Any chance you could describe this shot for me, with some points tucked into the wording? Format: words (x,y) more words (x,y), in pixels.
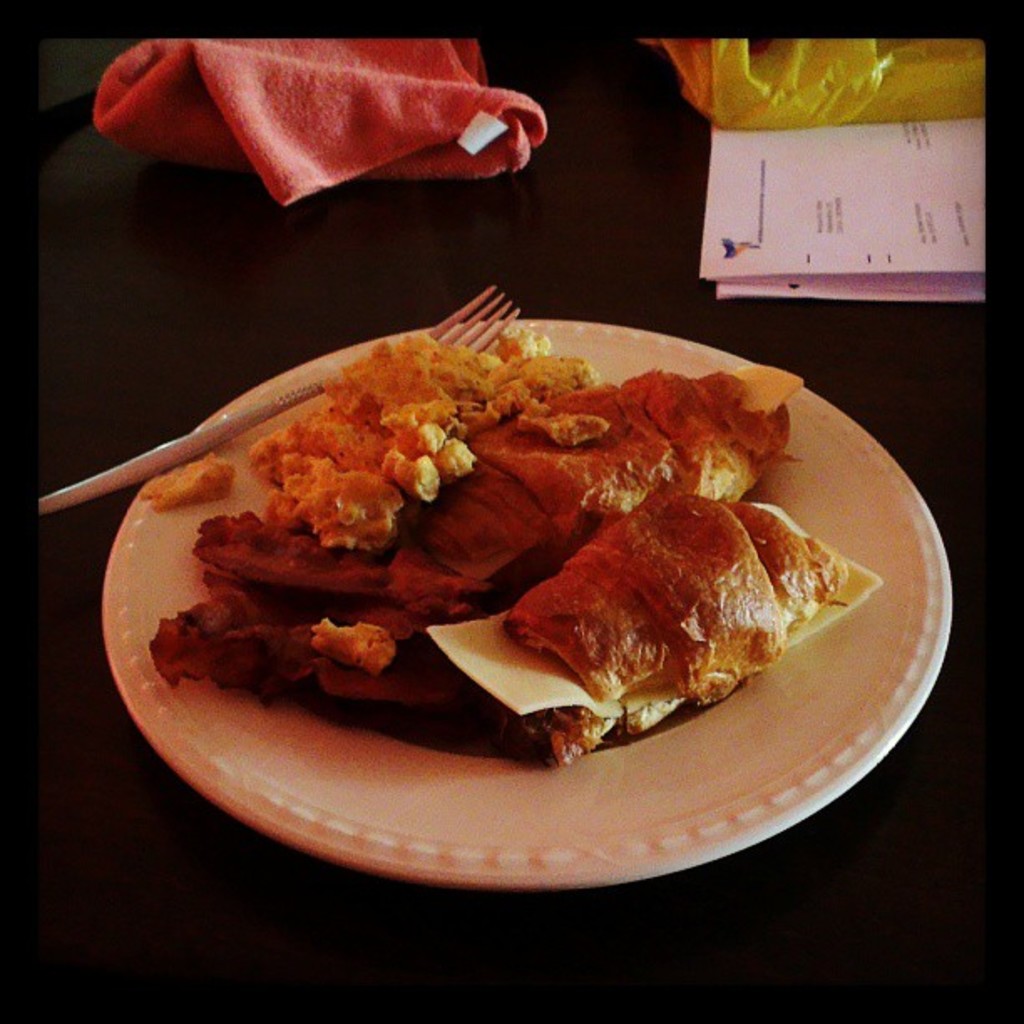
In this image there is a table (578,248), on that table (646,219) there are papers (781,207), clothes (356,96), plate (797,814) in that plate (149,517) there is food item (396,497) and there is a fork (428,334).
